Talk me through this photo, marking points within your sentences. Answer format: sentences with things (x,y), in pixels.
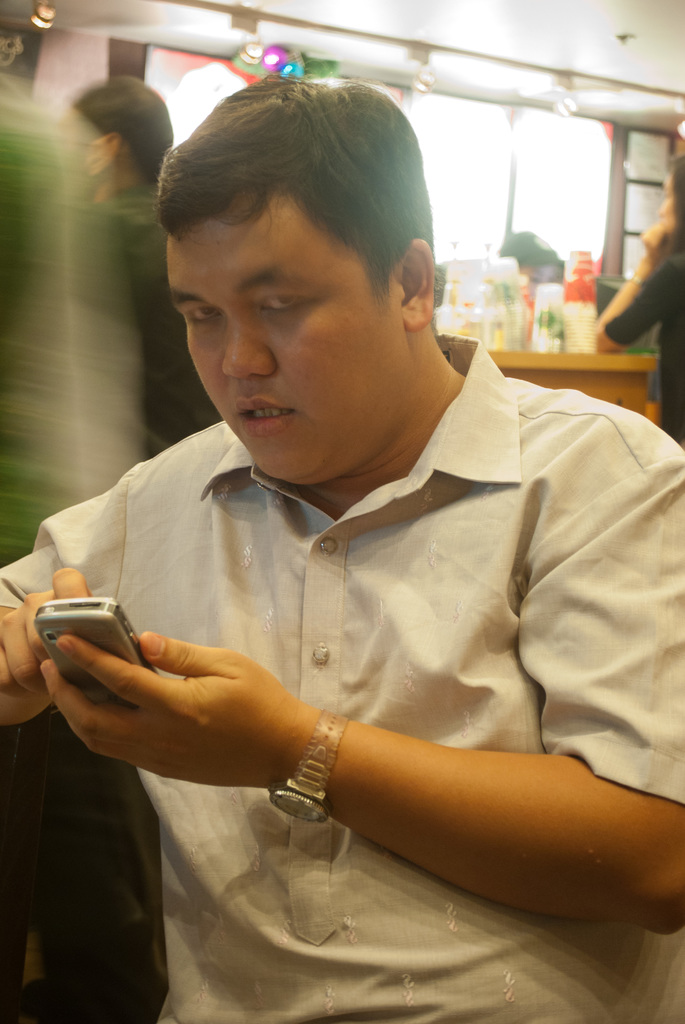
In this image there is a person (574,875) sitting and holding a mobile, and in the background (49,770) there are group of people (668,316), there are some objects (474,312) on the table (542,374), lights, there are frames (642,140) attached to the wall (1,108).
